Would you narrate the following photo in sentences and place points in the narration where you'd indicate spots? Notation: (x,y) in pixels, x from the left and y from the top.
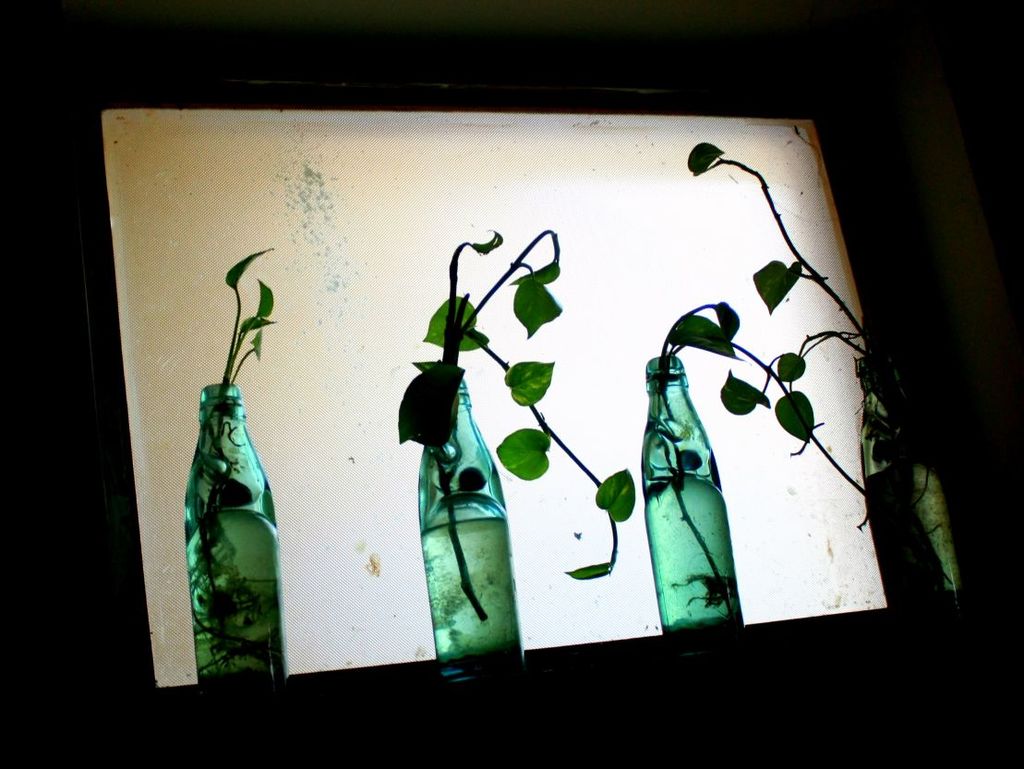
This picture shows soda bottles (898,510) with plant (547,310) in it
